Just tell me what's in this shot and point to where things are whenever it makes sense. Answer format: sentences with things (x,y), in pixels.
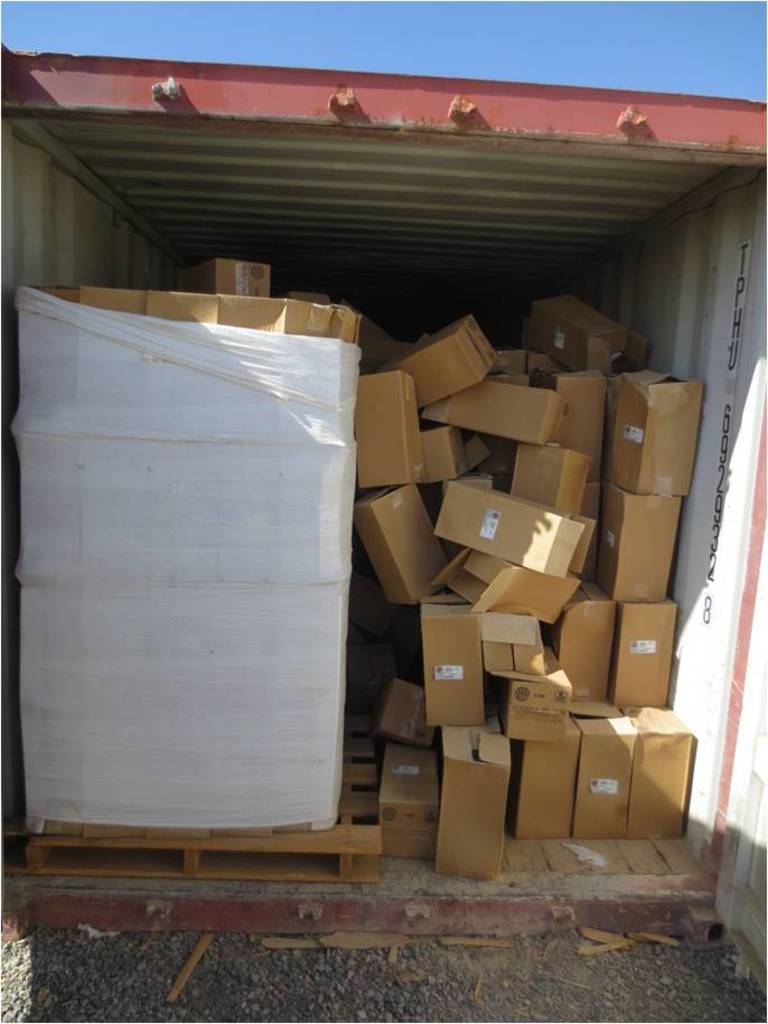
This image consists of many boxes (188,314) made up of cardboard (502,670). At the bottom (497,1005), there is ground (388,977). It looks like a metal cabin (384,86). At the top (456,32), there is sky (33,15).
